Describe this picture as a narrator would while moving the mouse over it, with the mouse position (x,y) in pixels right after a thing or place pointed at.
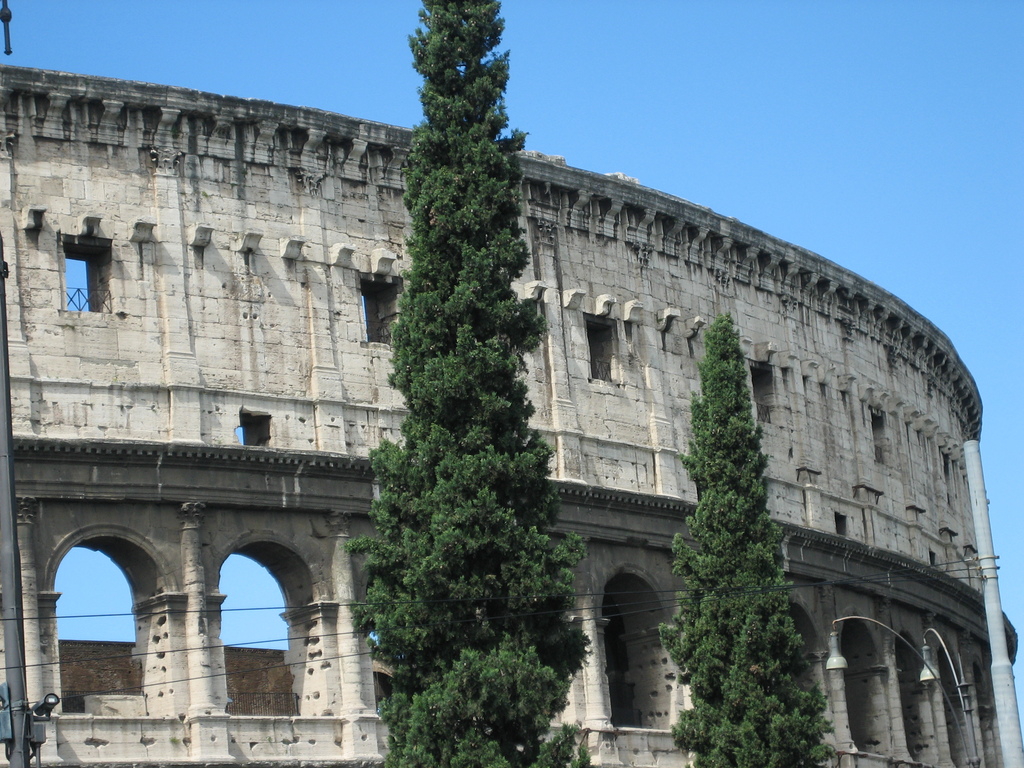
In this image we can see a building (712,245) with group of arches (293,605) on it. In the foreground (770,615) we can see two trees (531,652) a pole (1002,702) and in the background (591,66), we can see the sky (821,119).
